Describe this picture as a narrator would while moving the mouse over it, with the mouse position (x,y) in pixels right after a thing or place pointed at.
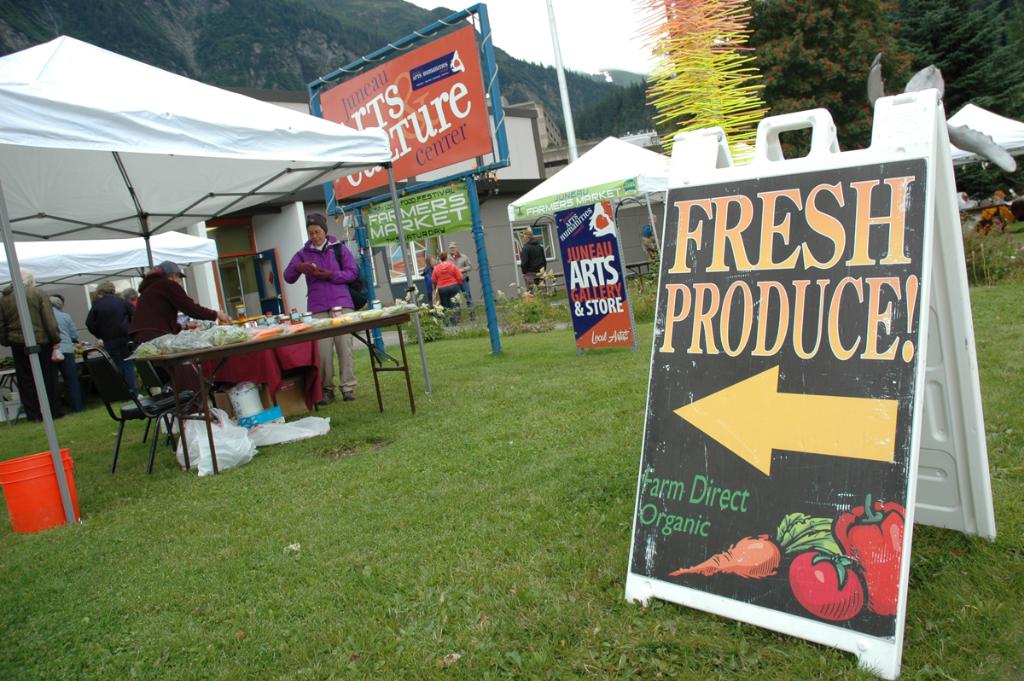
In this image we can see a few boards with some text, there are few people (159,332), a table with some objects (246,316) on it and some objects (263,430) under the table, there are few tents (67,200) and a bucket (46,490) on the grass (448,473) and in the background (209,23) there are trees (852,86), mountains (549,83) and a decorative object (702,69).
